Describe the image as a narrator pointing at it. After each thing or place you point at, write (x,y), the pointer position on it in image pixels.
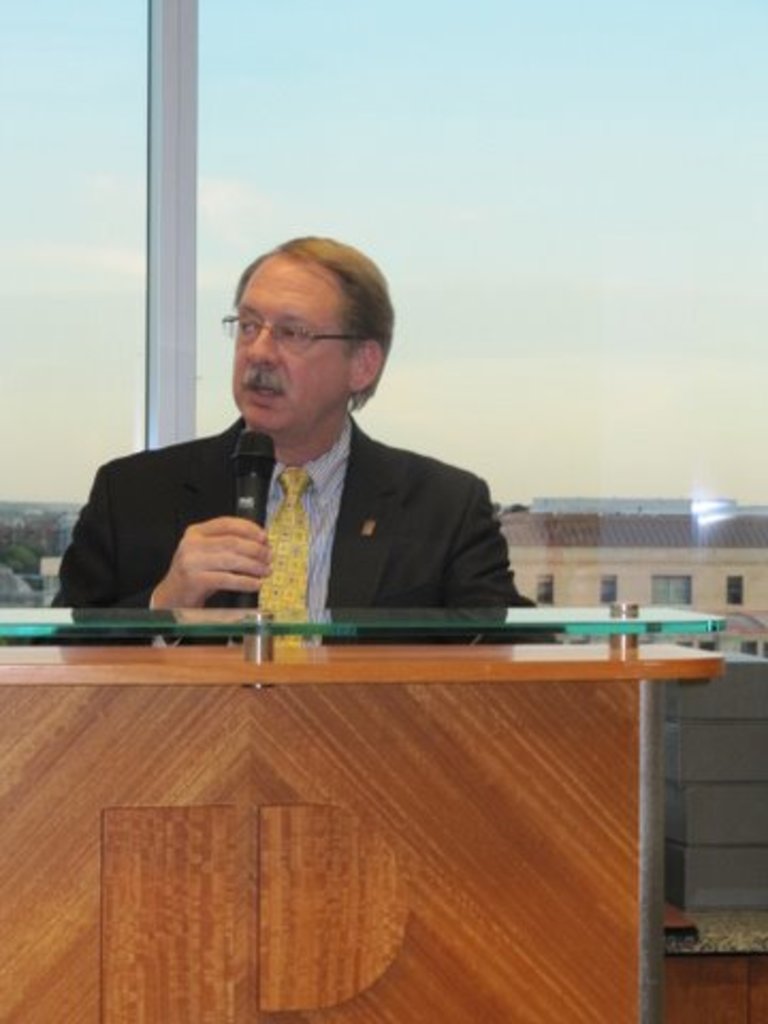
In the foreground of the picture (270,549) there is a man (246,544) holding a mic (248,454) and speaking, in front of him there is a desk (307,766). In the background (627,437) there is a glass window (421,150), outside the window (612,535) there are trees (30,560), house (620,544) and the aerial view of the city (645,519). Sky (662,378) is clear.
